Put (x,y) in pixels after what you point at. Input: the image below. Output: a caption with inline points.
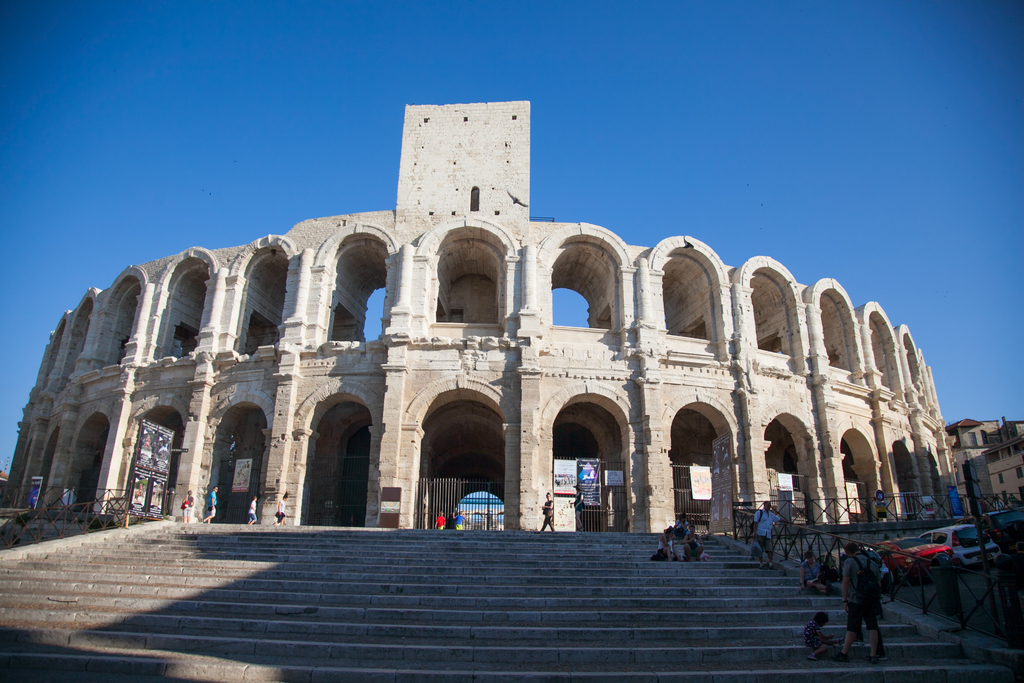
In this image few persons (813,579) are on the steps (742,597). Right side (945,532) few vehicles (959,541) are on the road (913,591). There is a building (458,417) having a gate (482,507) to it. Before it few persons (249,522) are walking. Right side (982,430) there are few buildings (978,442). Top of the image (836,93) there is sky (857,144).
